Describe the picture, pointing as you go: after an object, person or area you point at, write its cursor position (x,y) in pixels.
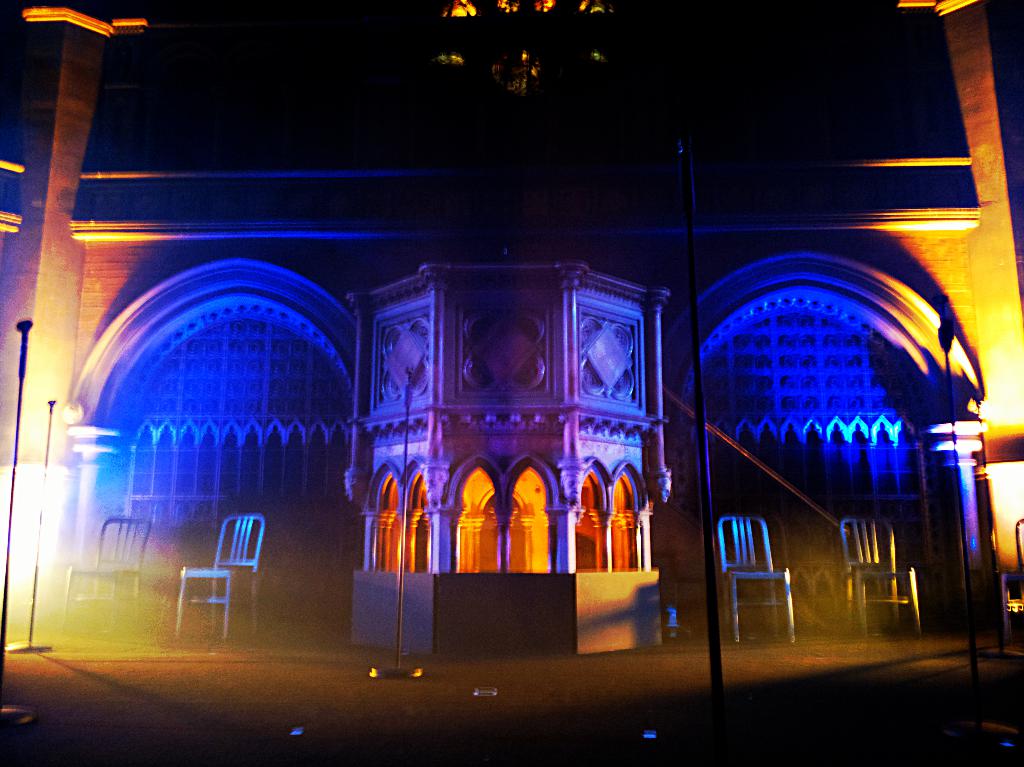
In the picture we can see a historical construction (506,548) inside view which is in the type of church (463,691) and pulpit light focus on it and on the other sides we can see chairs (915,604) and near it we can see some poles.
